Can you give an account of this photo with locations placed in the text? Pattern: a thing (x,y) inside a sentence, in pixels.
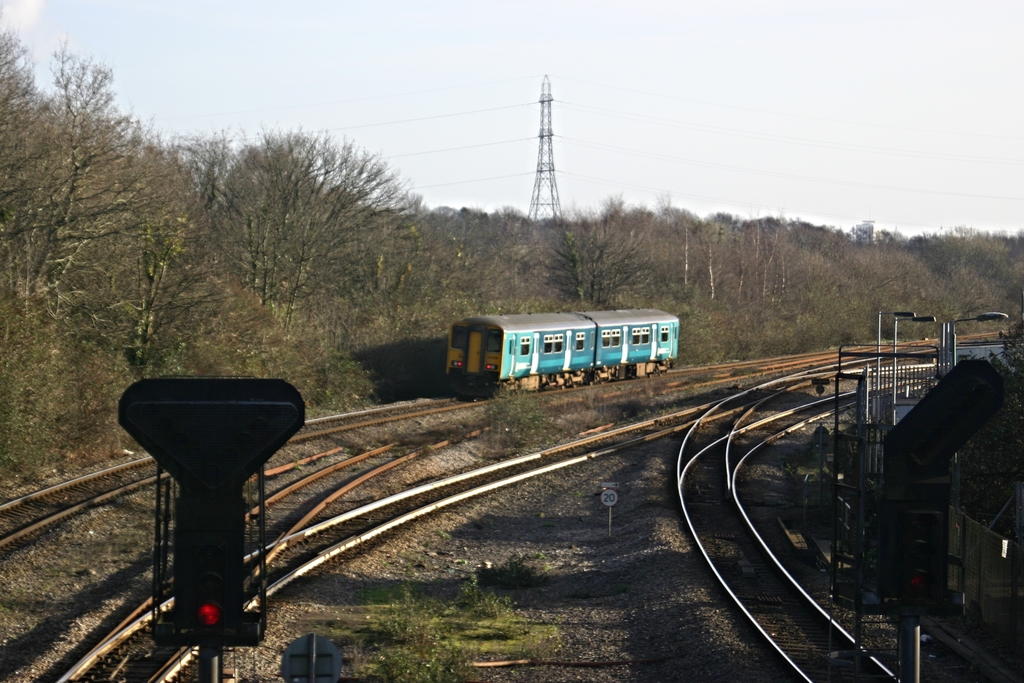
In this image, we can see a train (606,352) on the track (783,364). Here we can see few tracks (41,515), stones (569,568) and plants (487,615). Here there are few signal poles (925,560) and rods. On the right side of the image (1011,555), we can see few objects (1023,541). Background (973,302) there are so many trees (590,302), transmission tower (545,136) and sky (582,77).
